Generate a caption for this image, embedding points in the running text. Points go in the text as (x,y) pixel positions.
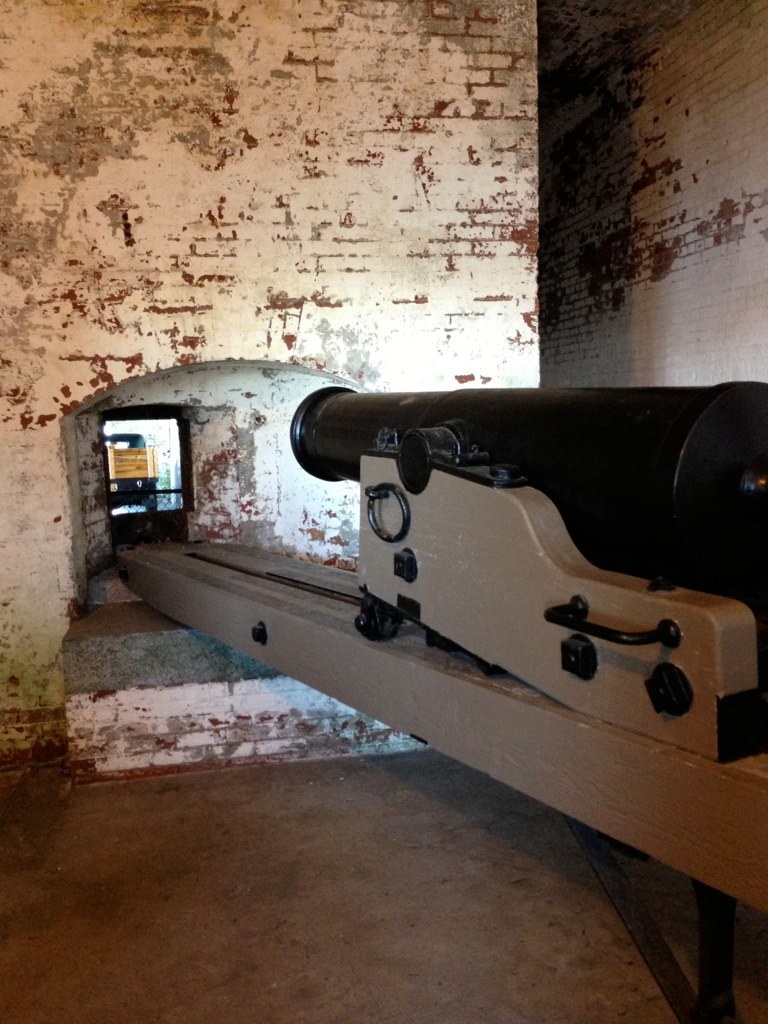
In this image we can see a machine (429,643), tunnel (204,496) and walls (221,365).
